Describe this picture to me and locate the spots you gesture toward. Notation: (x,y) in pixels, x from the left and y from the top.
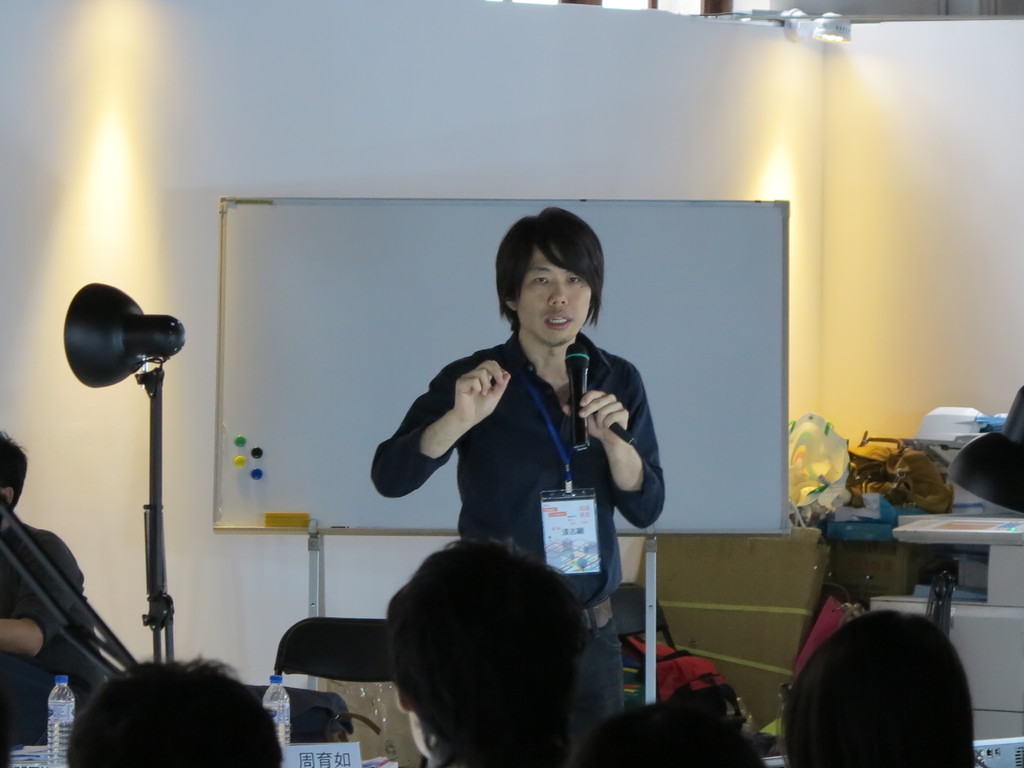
This person (511,363) is holding a mic (584,359) and wearing id card (560,502). Here we can see lights (162,564), people (530,687), chairs (331,679), bottles (281,680) and table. On this table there are things (915,464).
